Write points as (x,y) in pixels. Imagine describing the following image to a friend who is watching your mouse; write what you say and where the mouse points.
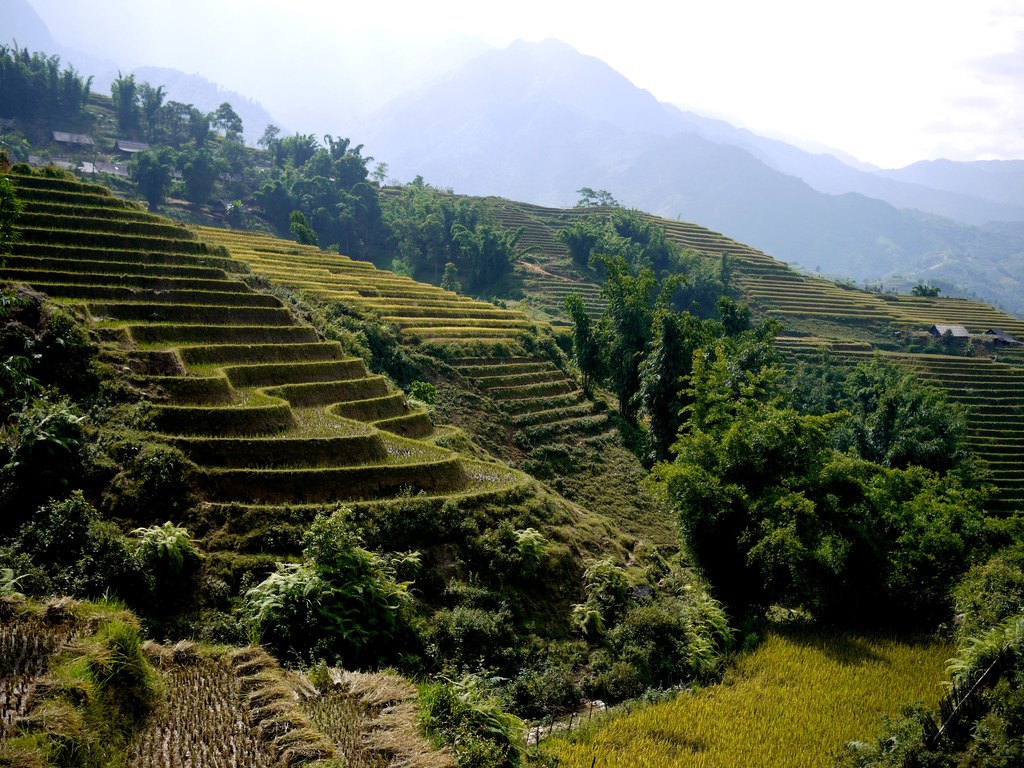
On the left side (123,718), there are farm fields (240,705) and there are trees (395,573). On the right side (750,767), there is a farm field (840,668) and there are trees (976,589). In the background (1014,195), there are mountains (560,145) and there are clouds (875,36) in the sky (883,22).
